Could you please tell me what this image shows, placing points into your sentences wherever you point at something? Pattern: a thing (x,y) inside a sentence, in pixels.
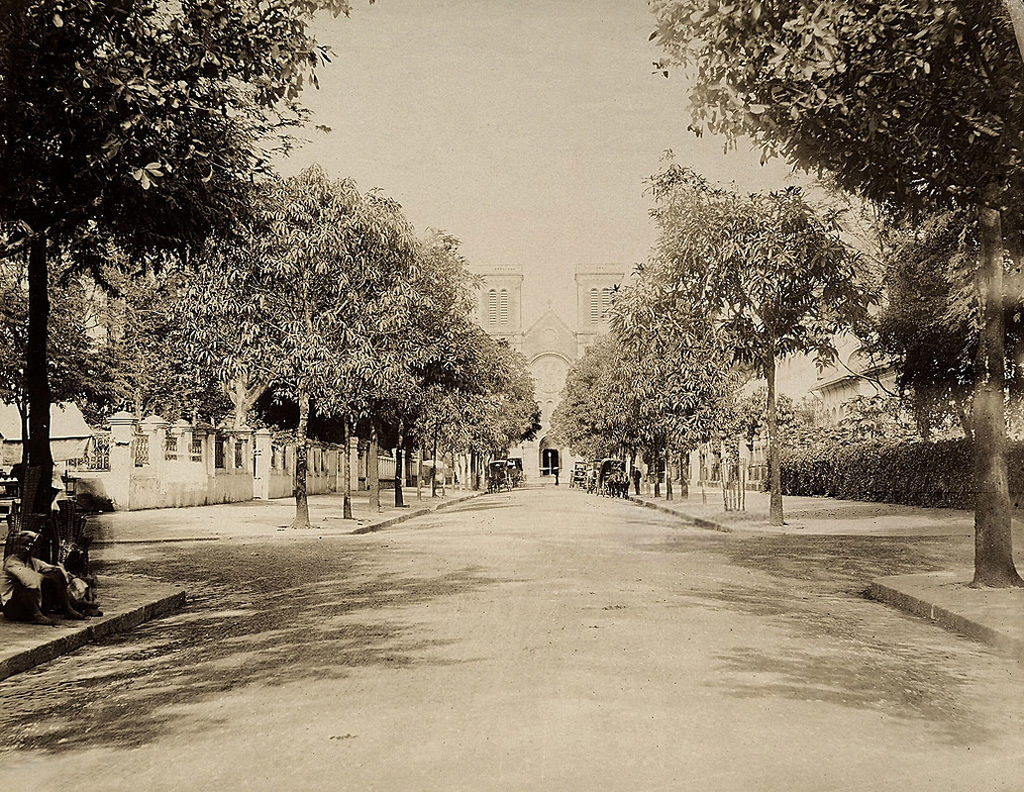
In this image I can see trees (689,289), in front of the building (508,298) and I can see vehicles (496,476) parking on the road (464,580) in the middle (474,509) at the top (435,106) I can see the sky (528,102), on the left side (71,570) I can see a person (56,616) sitting on the road (458,611) and I can see the wall (178,448) on the left side (183,467).
